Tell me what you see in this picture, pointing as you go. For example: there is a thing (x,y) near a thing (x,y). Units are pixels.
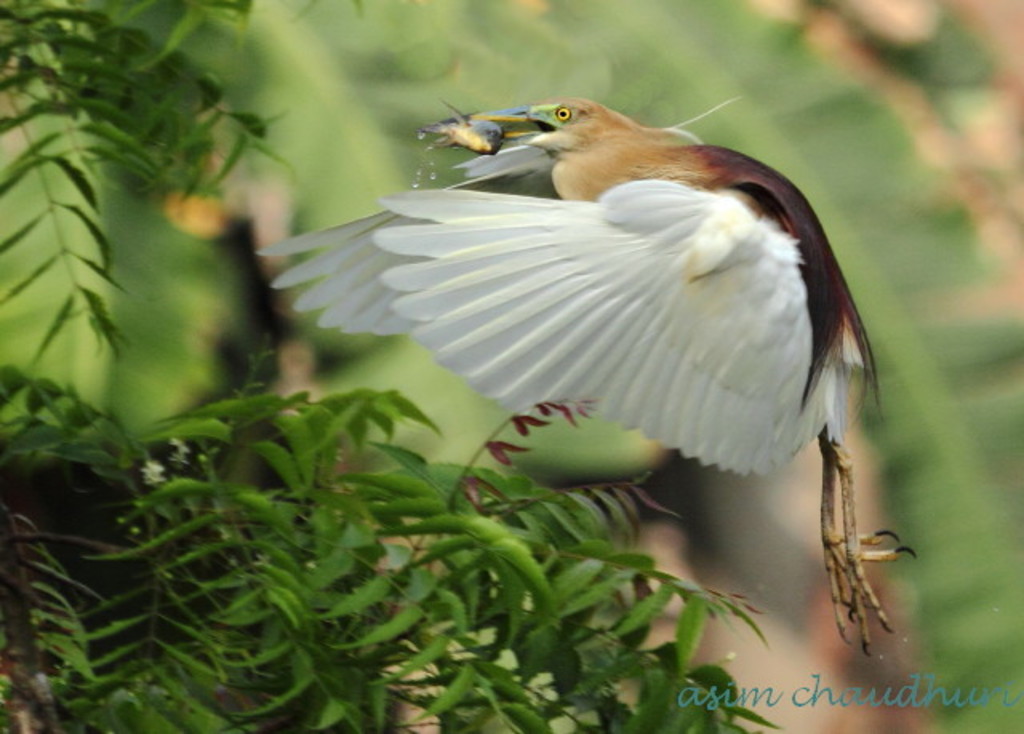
In this image I can see a bird (419,210) is holding a fish (481,139). The bird (662,176) is in brown and white color. I can see few green plants (282,432) and background (138,377) is blurred.
